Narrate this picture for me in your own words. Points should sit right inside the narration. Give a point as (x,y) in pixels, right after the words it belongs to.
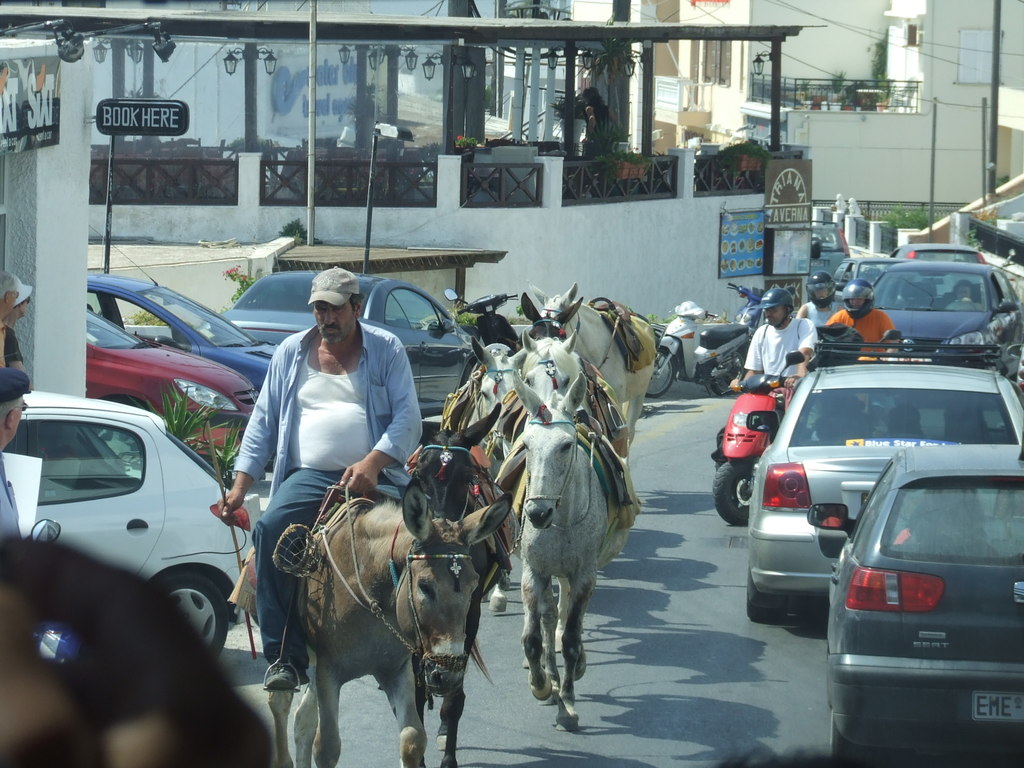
In this image we can see a person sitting on a donkey (281,715) and here we can see some animals (475,503) beside to the man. Here we can see motor vehicles (744,428) and cars (894,697) on the left side (174,325) and right side (869,674) as well.
